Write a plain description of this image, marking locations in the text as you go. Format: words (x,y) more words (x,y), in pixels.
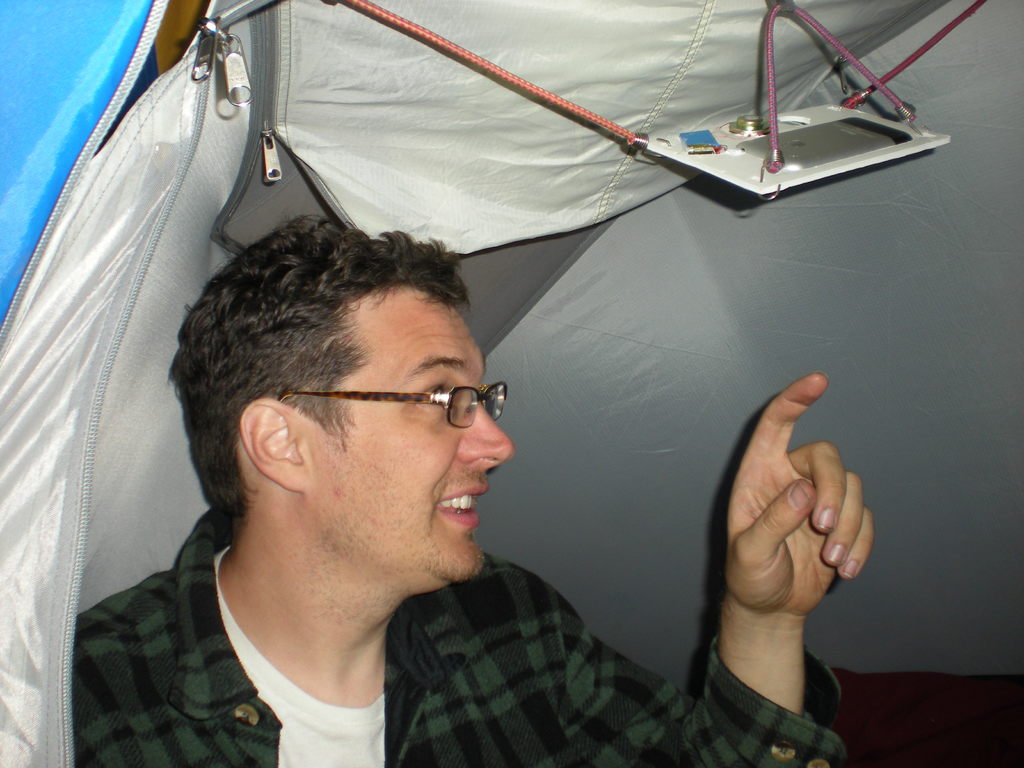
At the bottom of this image (283,617), there is a person (263,414) in a white color shirt (321,737), wearing a spectacle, showing something and smiling. Above him, there is an object (754,122) attached to a thread (422,40), which is connected to the sheet (168,104) of a tent (653,388).
